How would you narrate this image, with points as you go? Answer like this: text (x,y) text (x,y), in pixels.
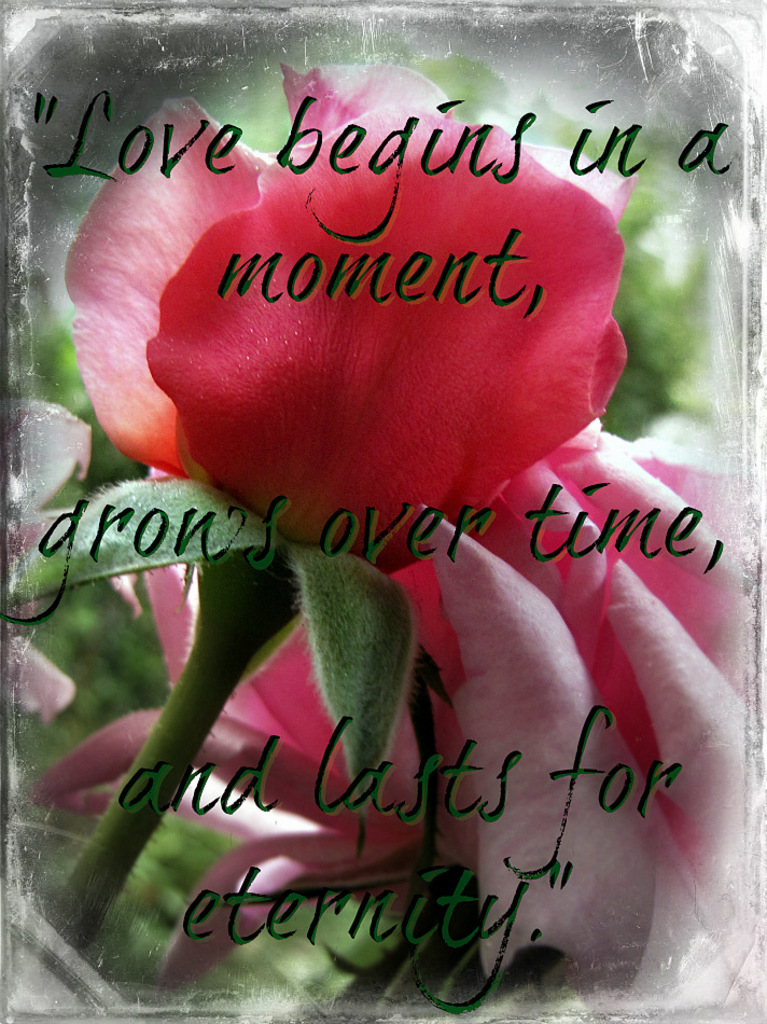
In this picture we observe a red flower (343,354) on which "Love begins in a moment, grows over time and last for the eternity.
